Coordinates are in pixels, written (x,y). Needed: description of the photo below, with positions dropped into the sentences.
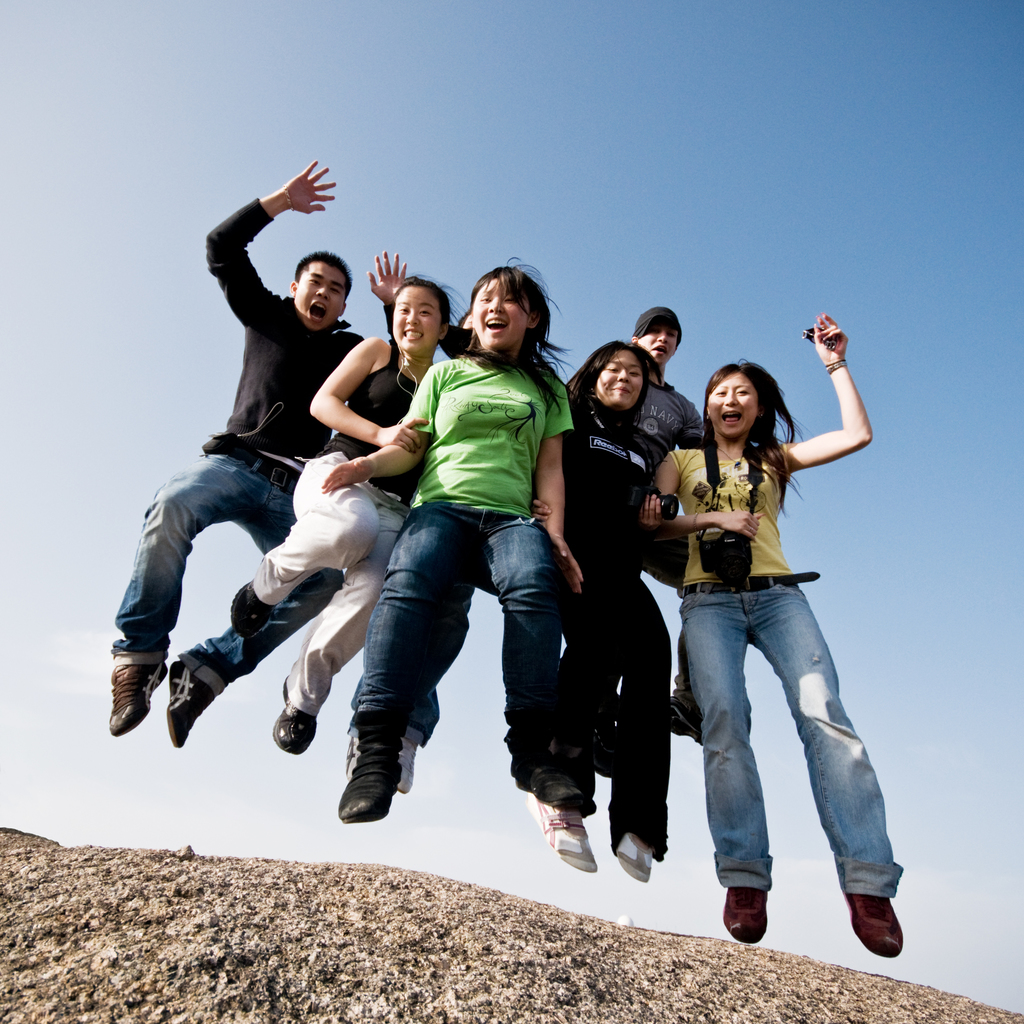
In this image we can see there are persons (447,451) jumping. And at the bottom (282,892) there is a ground (268,895). In the background (511,237) there is a sky (582,320).
